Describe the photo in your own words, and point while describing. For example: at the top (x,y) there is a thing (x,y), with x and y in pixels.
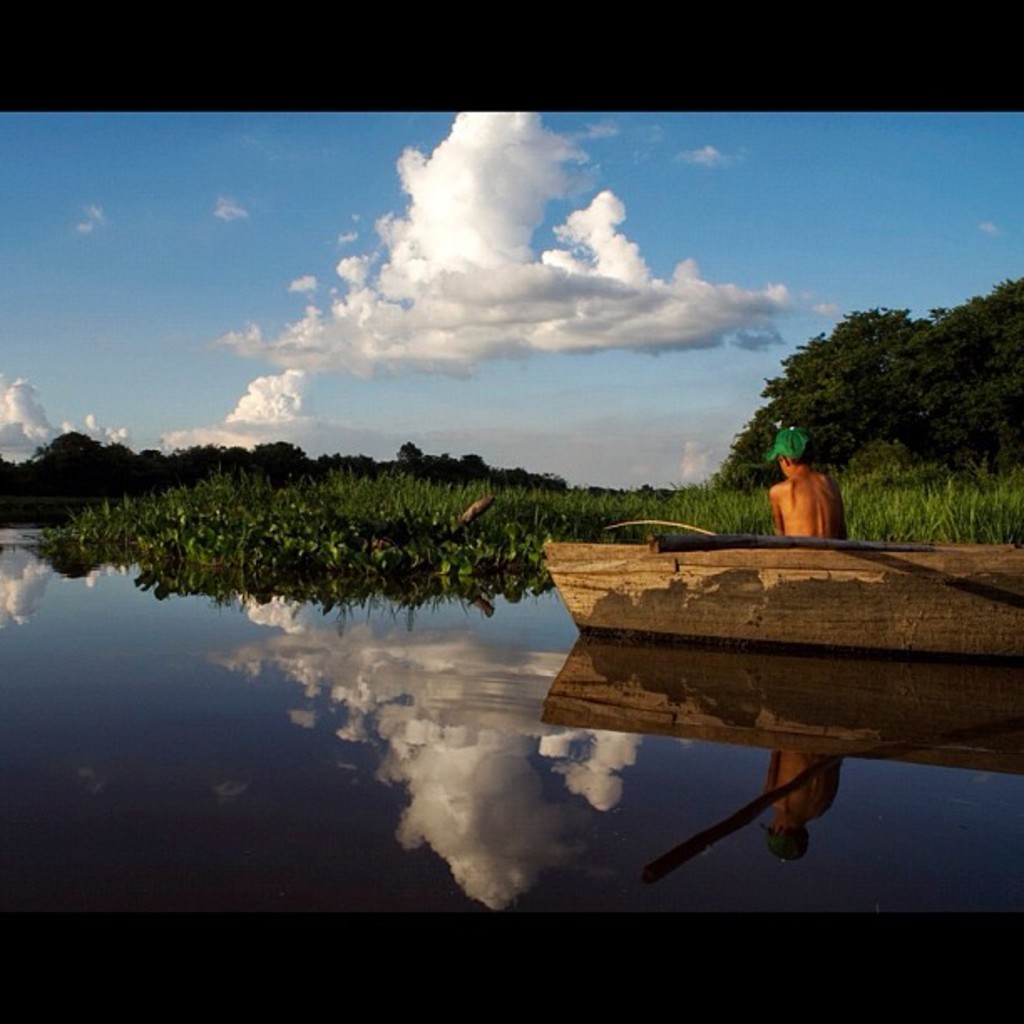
This picture might be taken from outside of the city. In this image, on the right side (782,459), we can see a man (782,458) sitting on the boat (912,611). In the background (460,478), we can see some trees (994,402), plants (554,490). At the top (674,226), we can see a sky (664,223) and black color, at the bottom (561,886), we can see water (719,799) in a lake (719,799) and black color.
